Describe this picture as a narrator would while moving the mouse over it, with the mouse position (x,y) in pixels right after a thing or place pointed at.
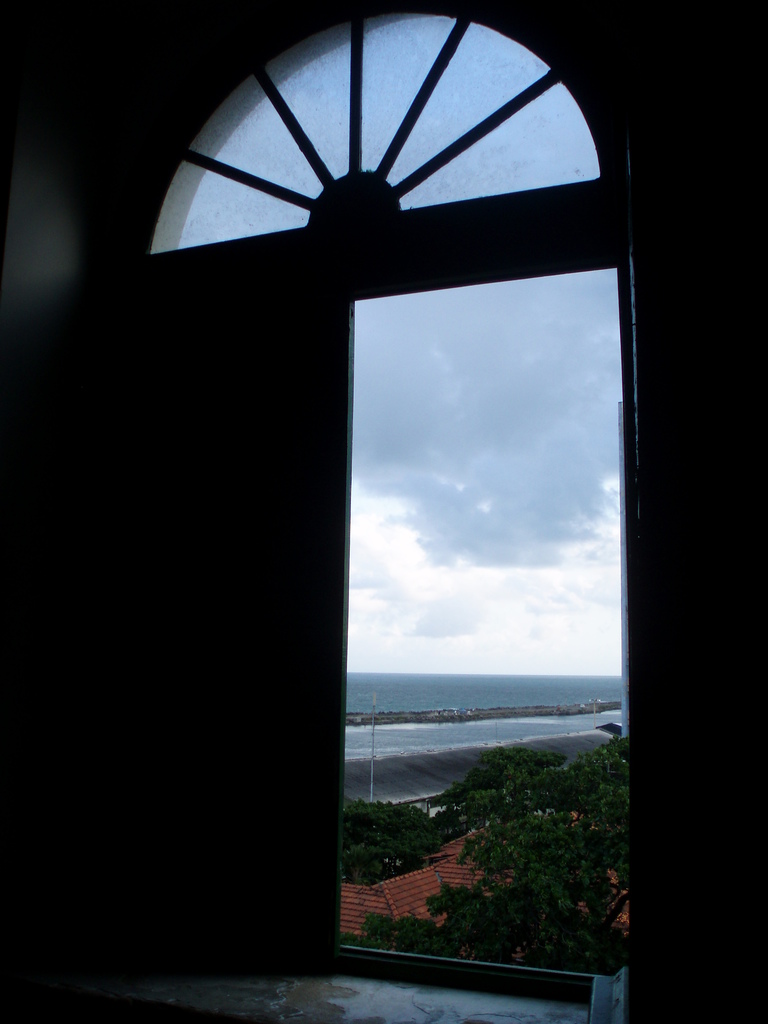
In this picture I can observe a window (258,501). In the background (524,926) I can observe some trees (524,782) and clouds (472,536) in the sky (420,602).
